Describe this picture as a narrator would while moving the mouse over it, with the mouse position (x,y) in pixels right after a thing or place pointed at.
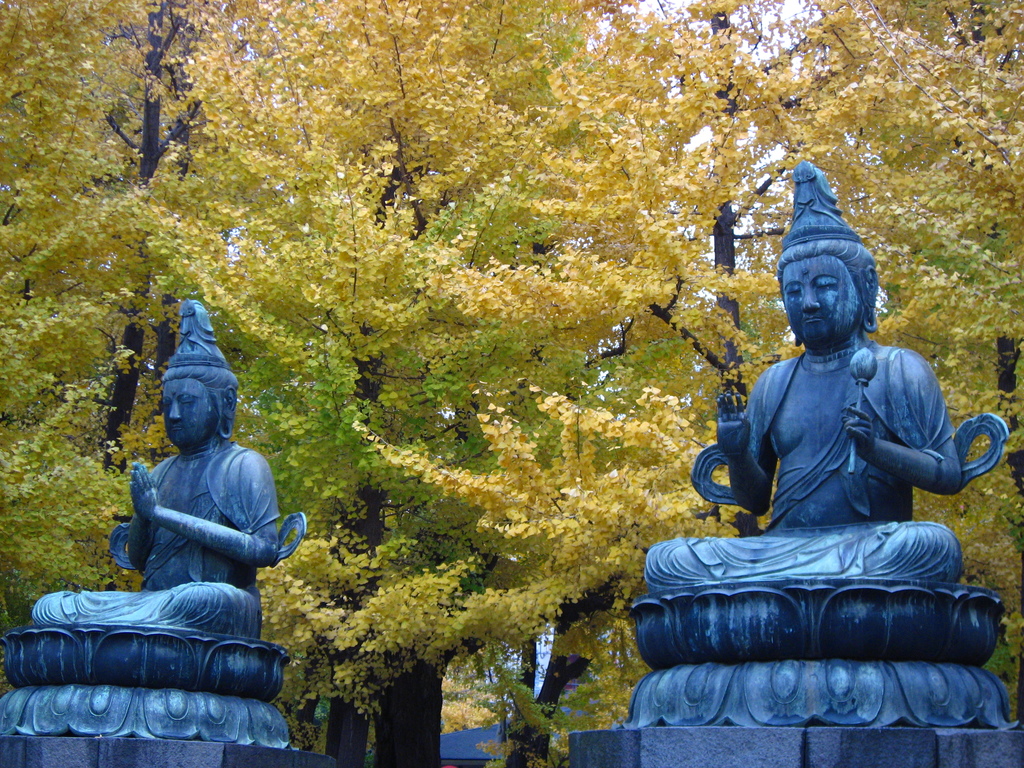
In this image we can see the statues (178,599) of the persons (845,551). There are many trees (484,290) in the image. There is a house (457,756) at the bottom of the image (457,752).
